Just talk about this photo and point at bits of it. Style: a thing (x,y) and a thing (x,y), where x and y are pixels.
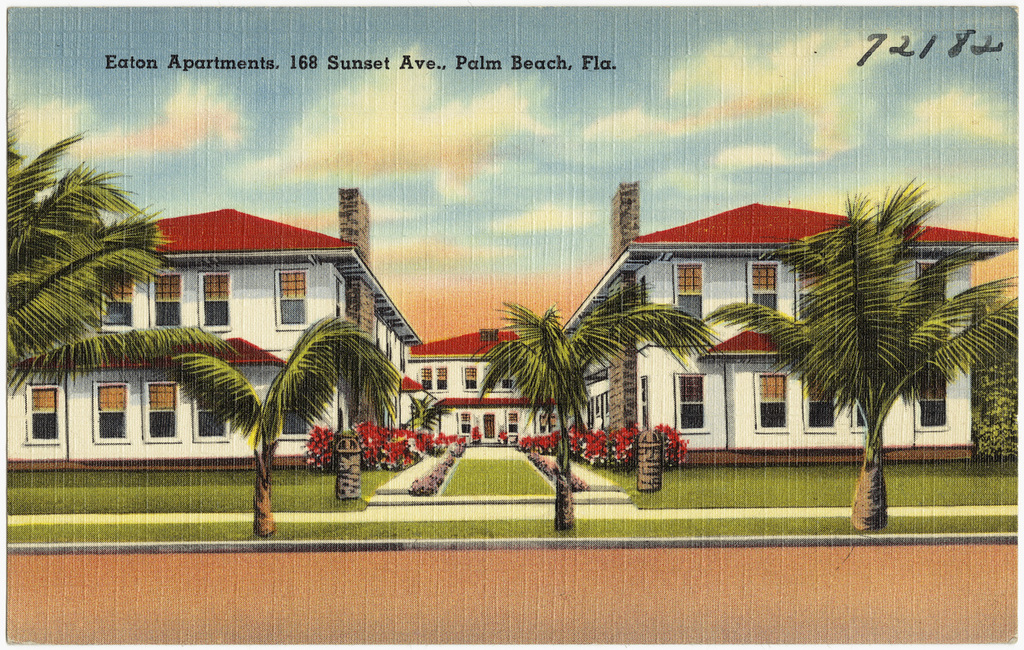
In this image we can see depictions of buildings (778,417), trees (25,352), sky (501,315). At the top of the image (466,59) there is some text (189,58).
